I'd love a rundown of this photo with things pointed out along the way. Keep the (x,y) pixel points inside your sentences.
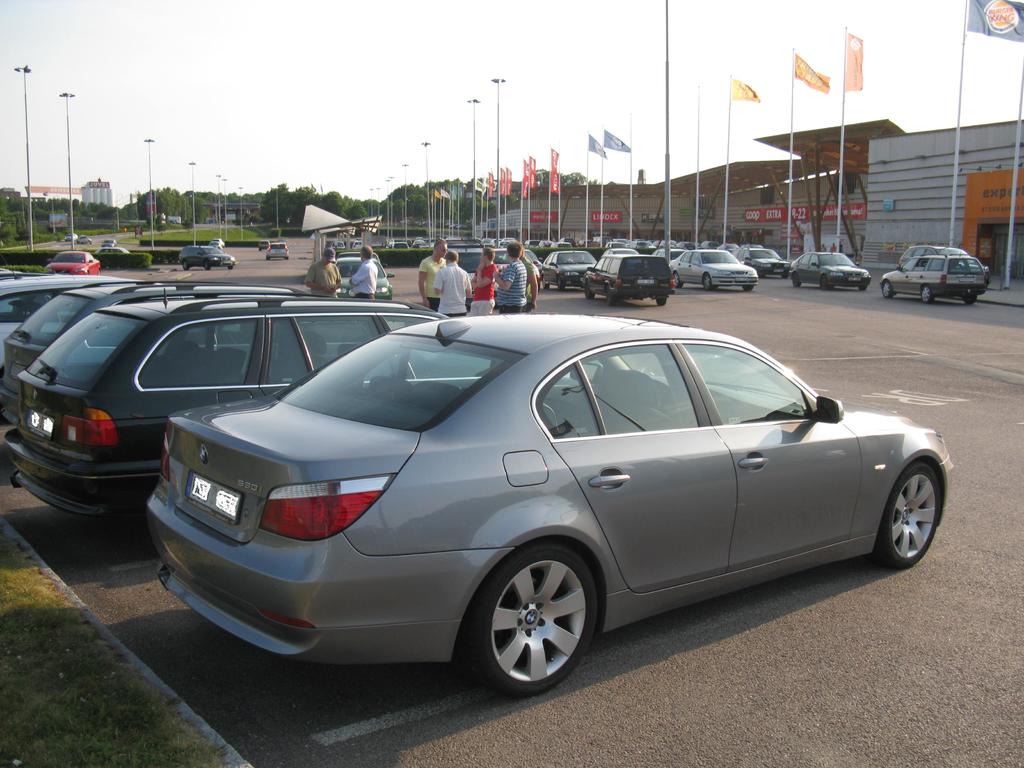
In this image, I can see vehicles (191,345) and a group of people (438,258) standing on the road (612,307). I can see bushes (126,261), buildings (935,205), flags (590,141), trees (403,191) and poles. In the background (197,80), there is the sky (292,83).
